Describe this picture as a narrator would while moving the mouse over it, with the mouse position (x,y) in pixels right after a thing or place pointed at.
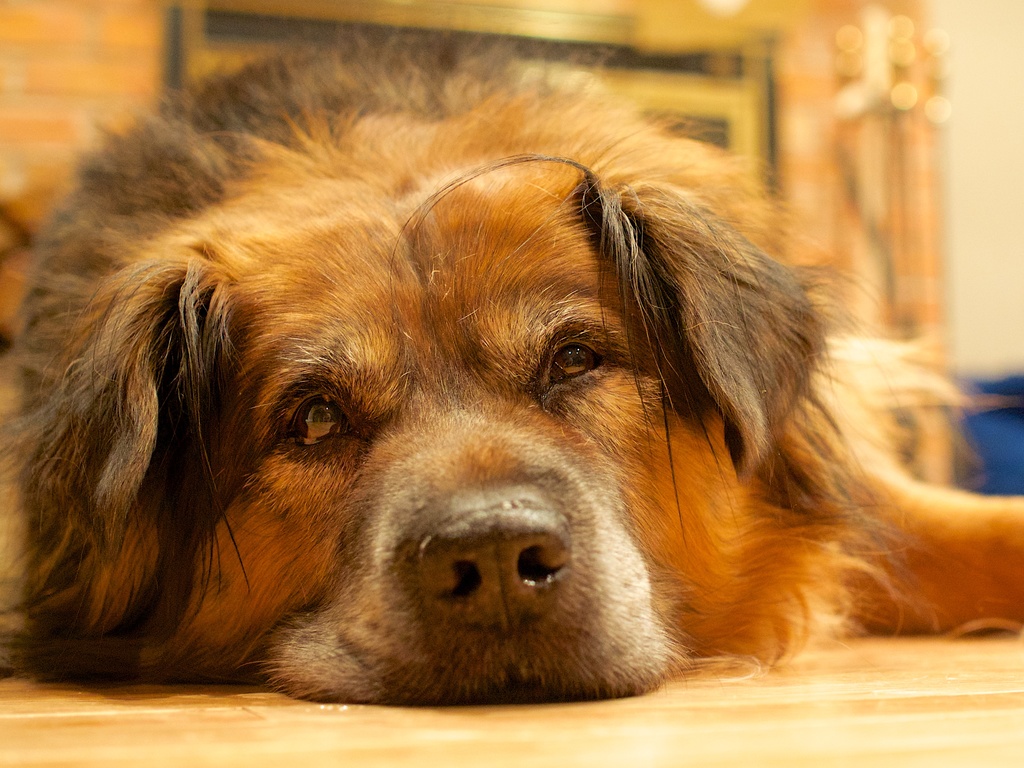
In this image we can see a dog (549,410). There are few objects (882,120) at the top of the image (898,72). There is a blue color object (992,419) at the right side of the image (975,417).
